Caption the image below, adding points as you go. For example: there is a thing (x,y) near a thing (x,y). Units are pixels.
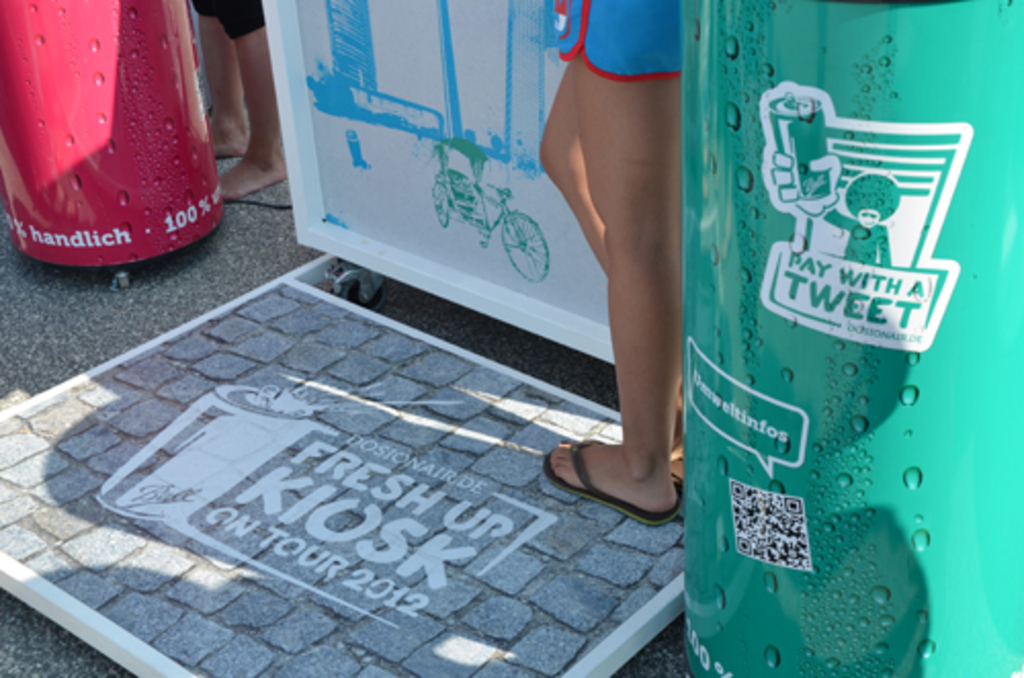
In this image there is a person (650,439) standing on a surface (198,354), below that there is a floor (659,658), on either side of the surface (352,323) there are tins (736,270) there are legs (258,40).
